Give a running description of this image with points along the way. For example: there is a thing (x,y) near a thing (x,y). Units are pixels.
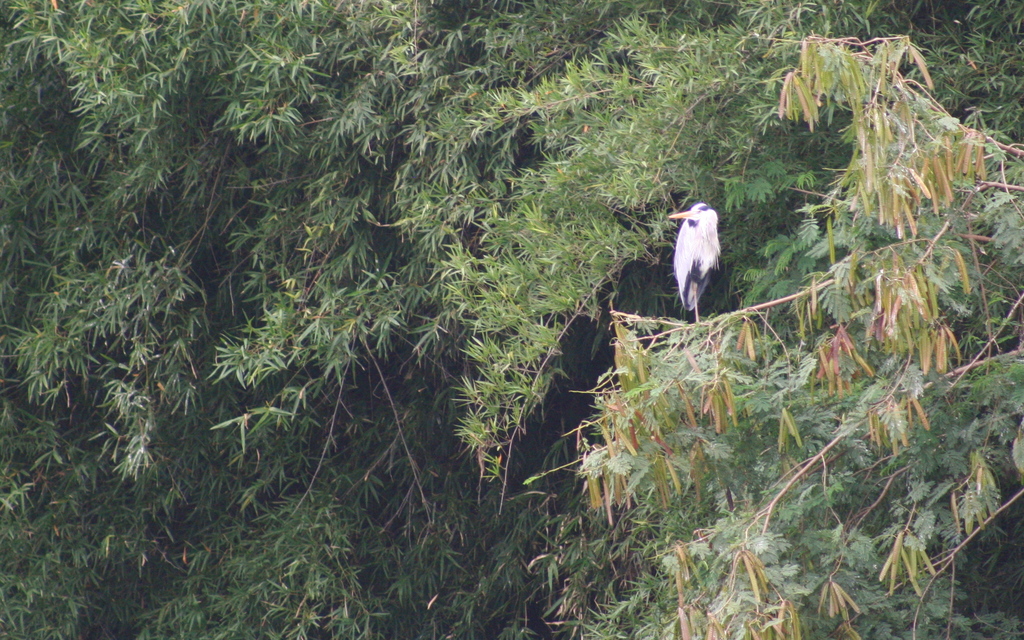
On the right side of the image (716,217) we can see a bird (712,213). In the background of the image (649,326) we can see the trees (368,363).
